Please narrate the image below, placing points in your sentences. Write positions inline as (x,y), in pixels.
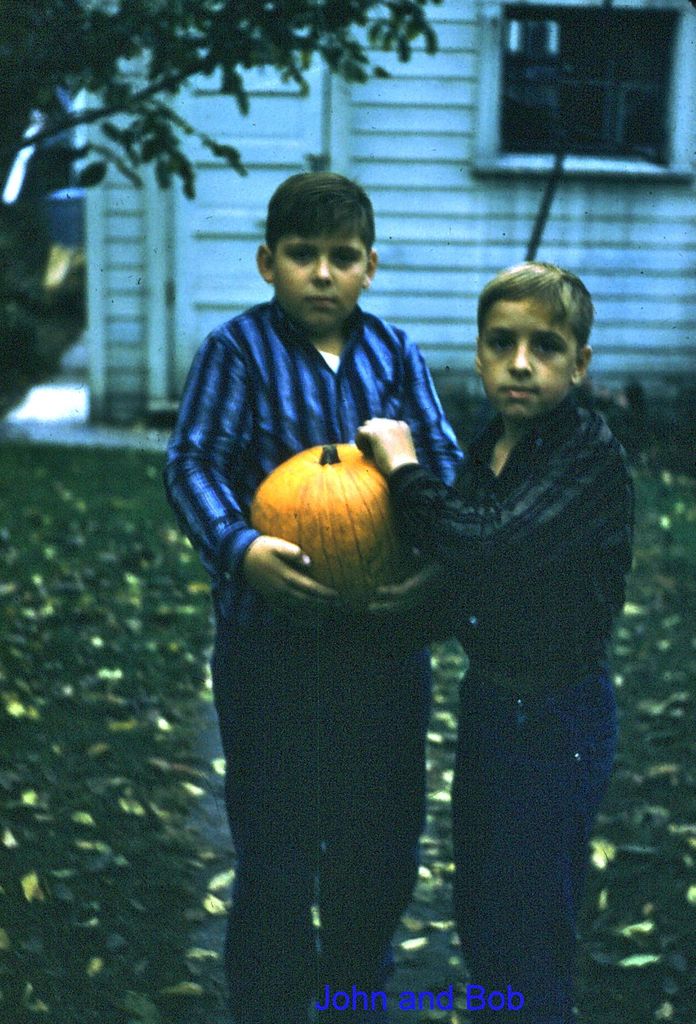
In the foreground (239,540) I can see two boys (235,806) are holding a pumpkin (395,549) in hand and a text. In the background (649,843) I can see a building (175,345), tree (171,166), grass (130,567) and window (671,125). This image is taken may be during a day.
